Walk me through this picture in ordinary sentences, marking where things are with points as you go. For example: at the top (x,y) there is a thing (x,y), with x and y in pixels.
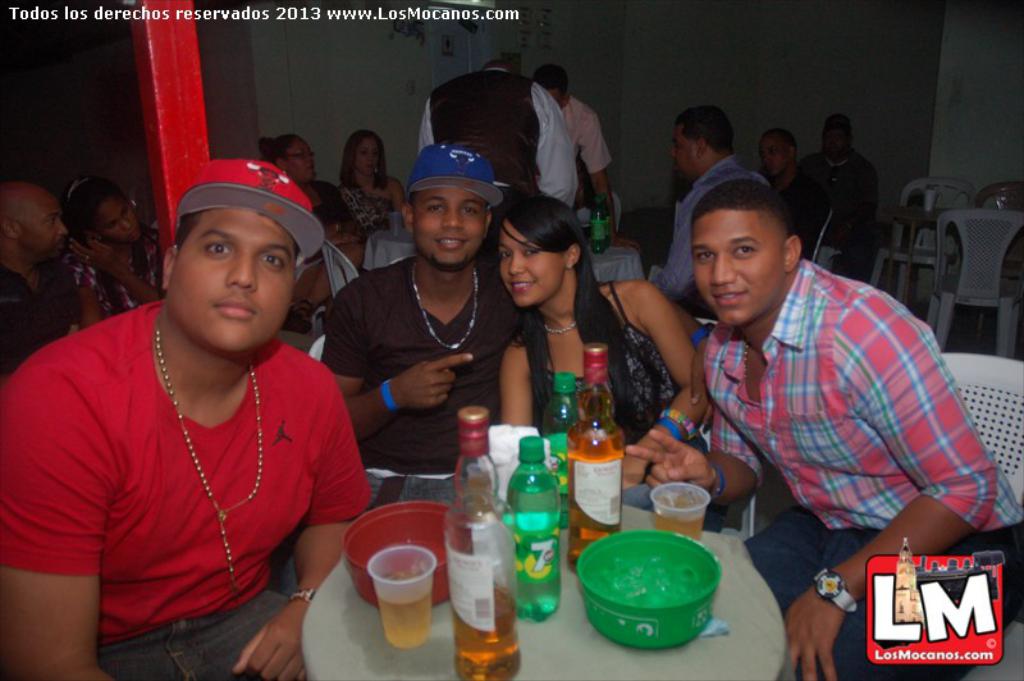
In this image few persons (447,392) are sitting on a chair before a table (613,678) having few bottles (483,580), glasses (431,615) and bowls (596,597) on it. A person (217,502) is wearing a red shirt (227,469) is wearing a red colour cap (263,207). A person (407,387) wearing a black dress (439,326) is wearing a blue colour cap (478,188). Behind them two persons (502,93) are standing and few persons (60,258) are sitting on the chair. There is a table (609,255) having bottles (595,248) on it. Behind them there is a wall (589,79). Right side (980,290) there is a table (927,216) having few chairs (964,227) around it.
